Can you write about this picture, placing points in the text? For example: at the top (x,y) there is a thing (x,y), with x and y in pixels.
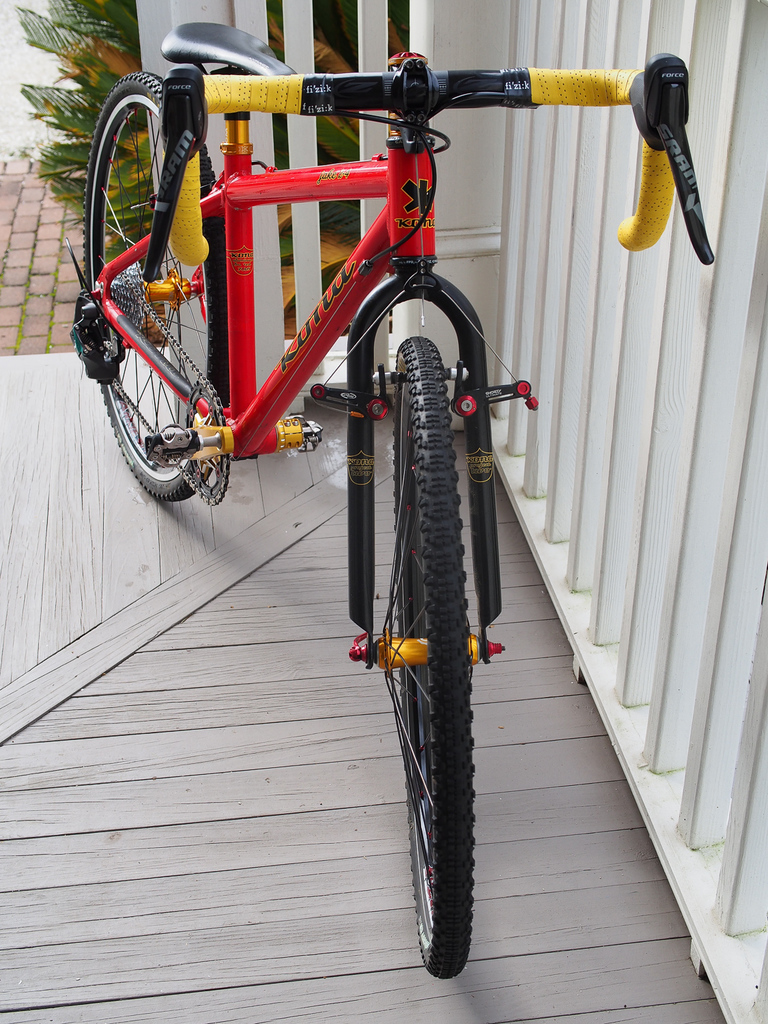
In this image there is a bicycle (316,311) in the center (373,388). On the right side (583,215) there is a white colour of fence (632,431). In the background (93,96) there are plants (101,91).
